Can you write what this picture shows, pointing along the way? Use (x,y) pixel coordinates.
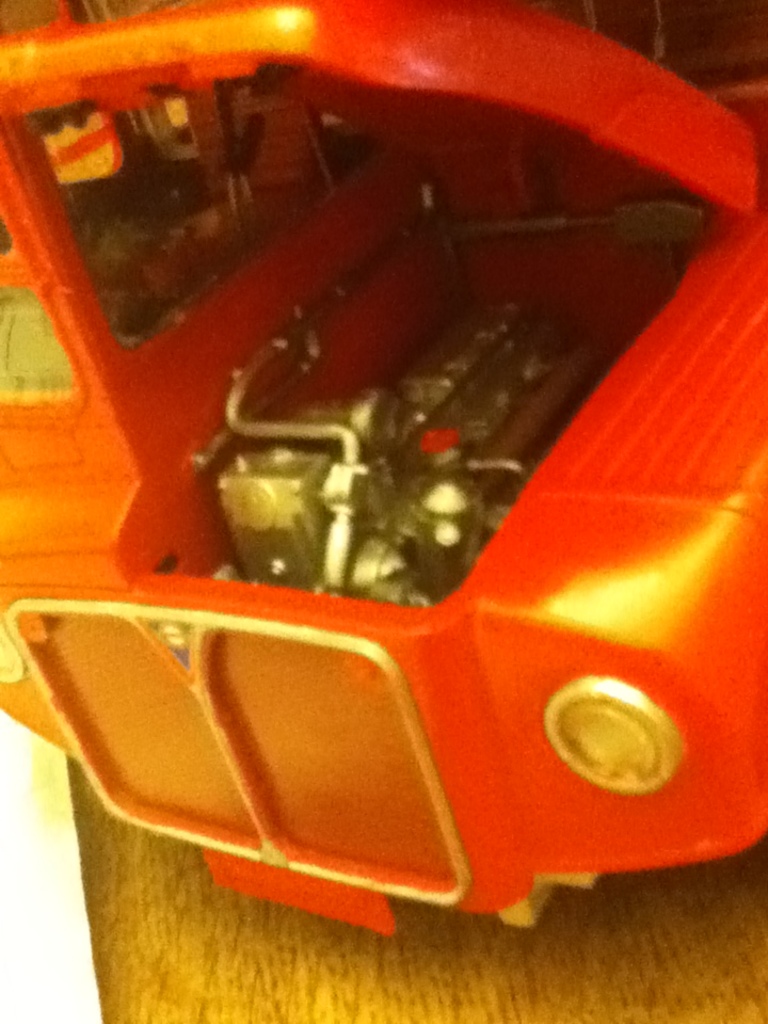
In this image we can see a toy (470,667) which looks like a car (280,149) in orange color and we can see some objects (517,383).
